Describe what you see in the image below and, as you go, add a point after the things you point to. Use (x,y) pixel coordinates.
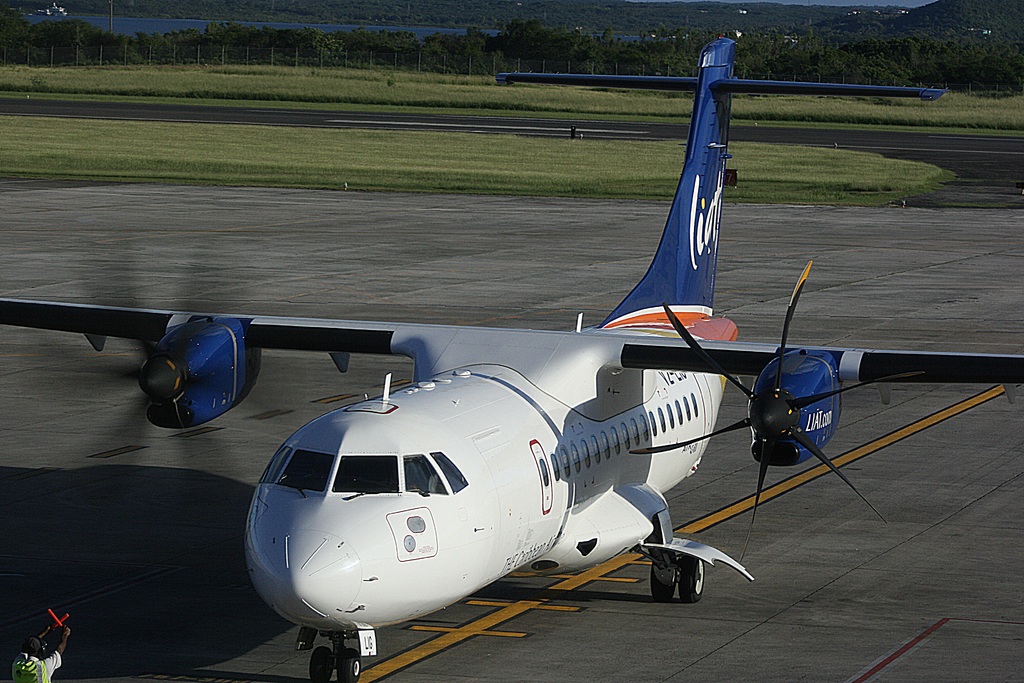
In the middle of the image (579,337) we can see an airplane (568,491) on the road (732,598), at the left bottom of the image (43,631) we can see a man (65,644), in the background (311,183) we can find grass (487,104), few trees (358,60), fence (380,62) and water (95,24).
